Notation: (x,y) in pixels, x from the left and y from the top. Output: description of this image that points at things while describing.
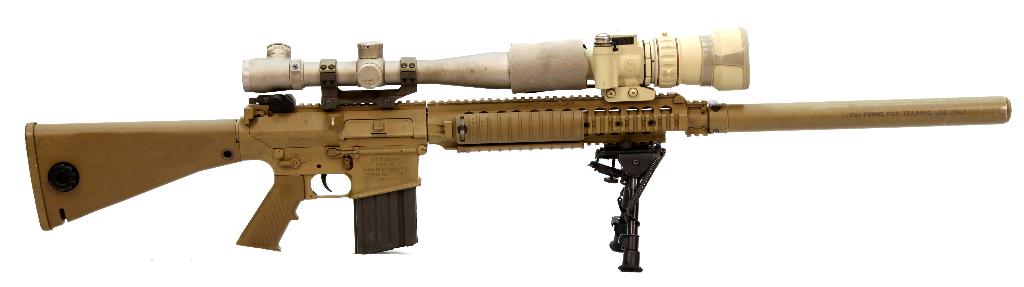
In the foreground of this image (549,139), there is a gun (711,63) and the white background (757,212).
